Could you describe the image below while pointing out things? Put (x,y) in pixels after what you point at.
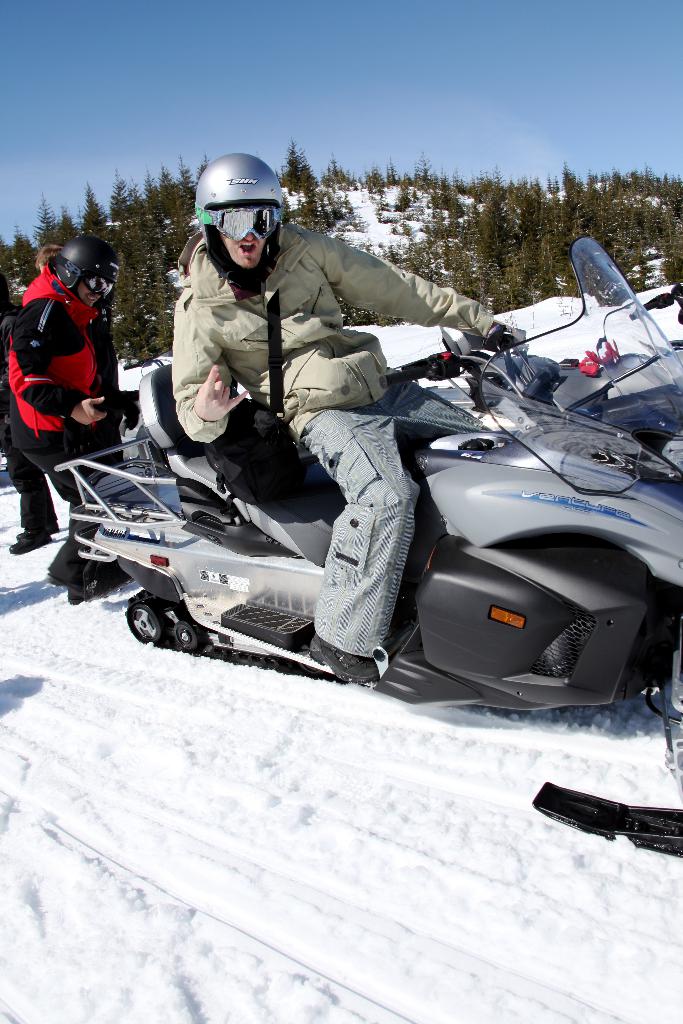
In this picture we can see a person (337,544) sitting on a snow vehicle (499,486), a person (311,376) wore a helmet (222,194), on the left side (24,416) there are two more persons (49,393) standing here, at the bottom (261,761) there is snow (332,898), in the background (471,257) we can see some trees (492,188), there is sky (392,114) at the top of the picture (363,56).
